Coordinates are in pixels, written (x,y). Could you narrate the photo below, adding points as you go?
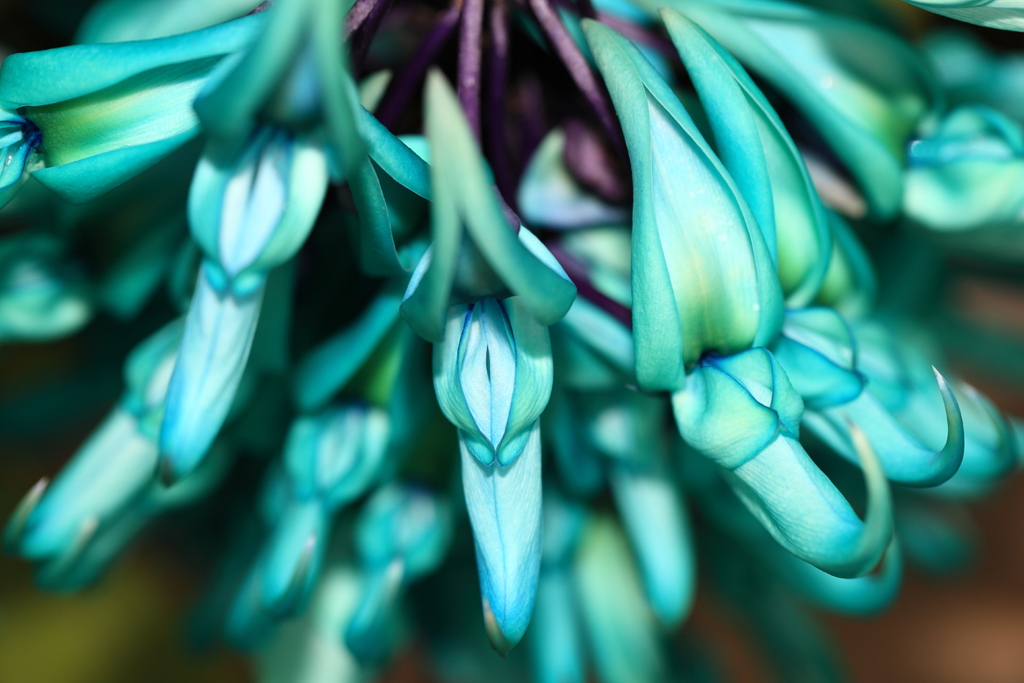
In this image in the foreground (381,202) there are flowers (444,340), and there is a blurry background (953,621).
